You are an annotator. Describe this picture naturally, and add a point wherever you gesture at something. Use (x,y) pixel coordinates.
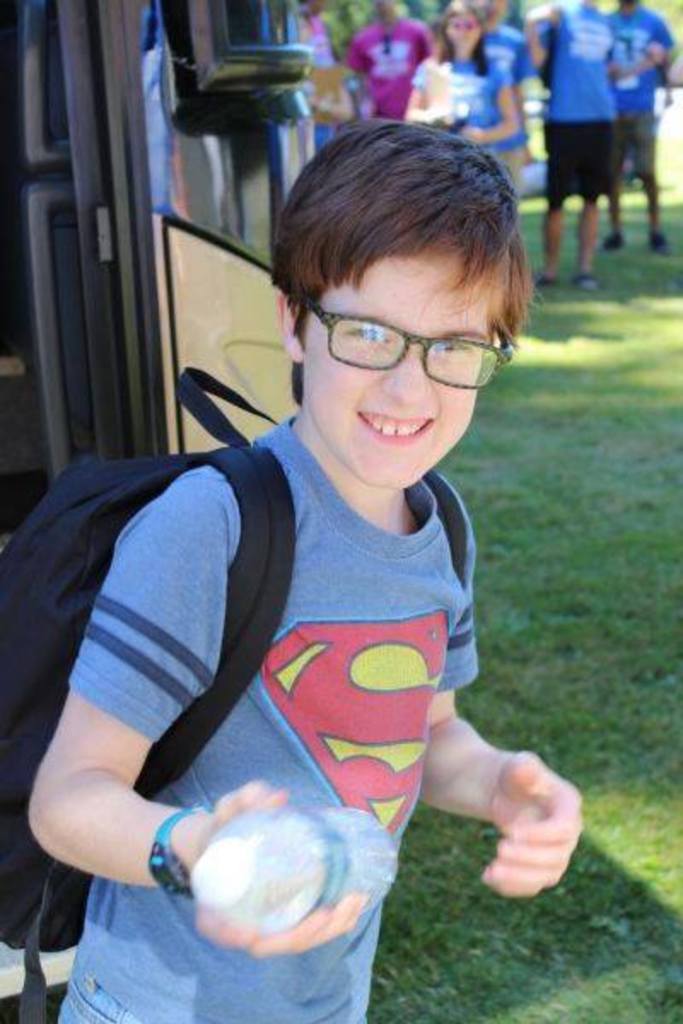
In this picture there is a boy (353,365) in the center of the image (391,362), by holding a water bottle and there are other people (440,105) at the top side of the image (590,18), there is a vehicle (80,358) on the left side of the image (80,358).
